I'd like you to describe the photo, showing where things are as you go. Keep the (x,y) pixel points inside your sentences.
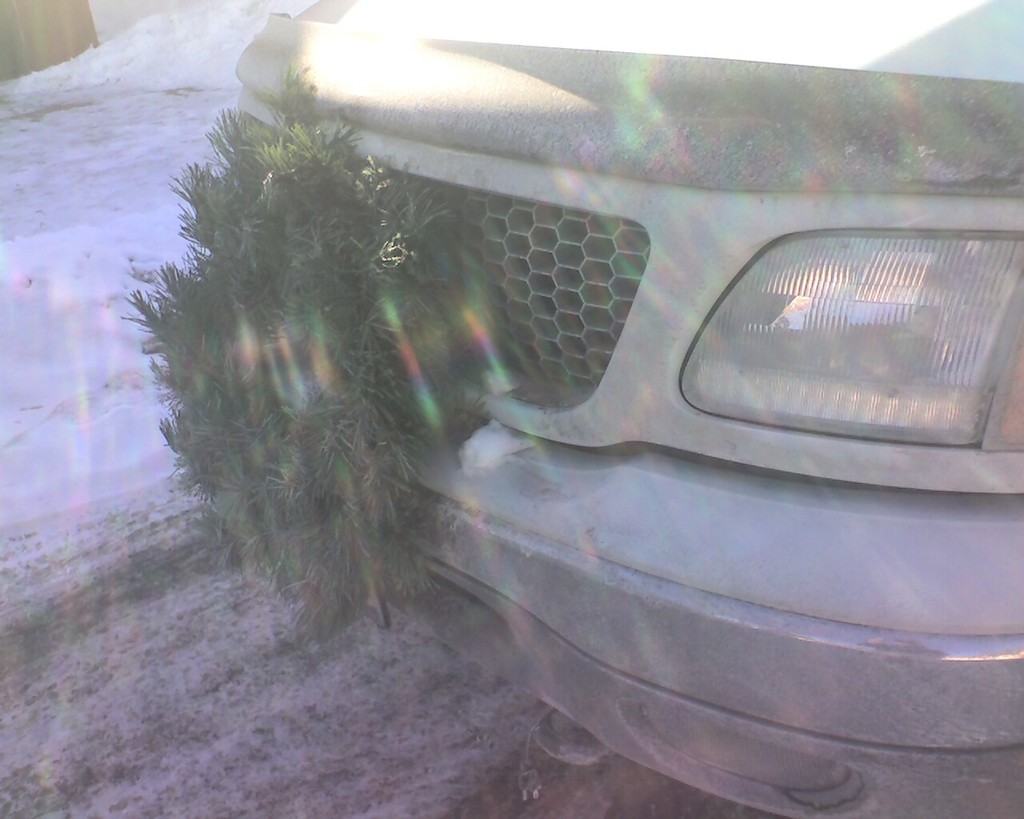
In this picture we can see a vehicle (646,420) on the ground (382,632), here we can see leaves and in the background (61,251) we can see snow (367,632) and some objects (42,1).
